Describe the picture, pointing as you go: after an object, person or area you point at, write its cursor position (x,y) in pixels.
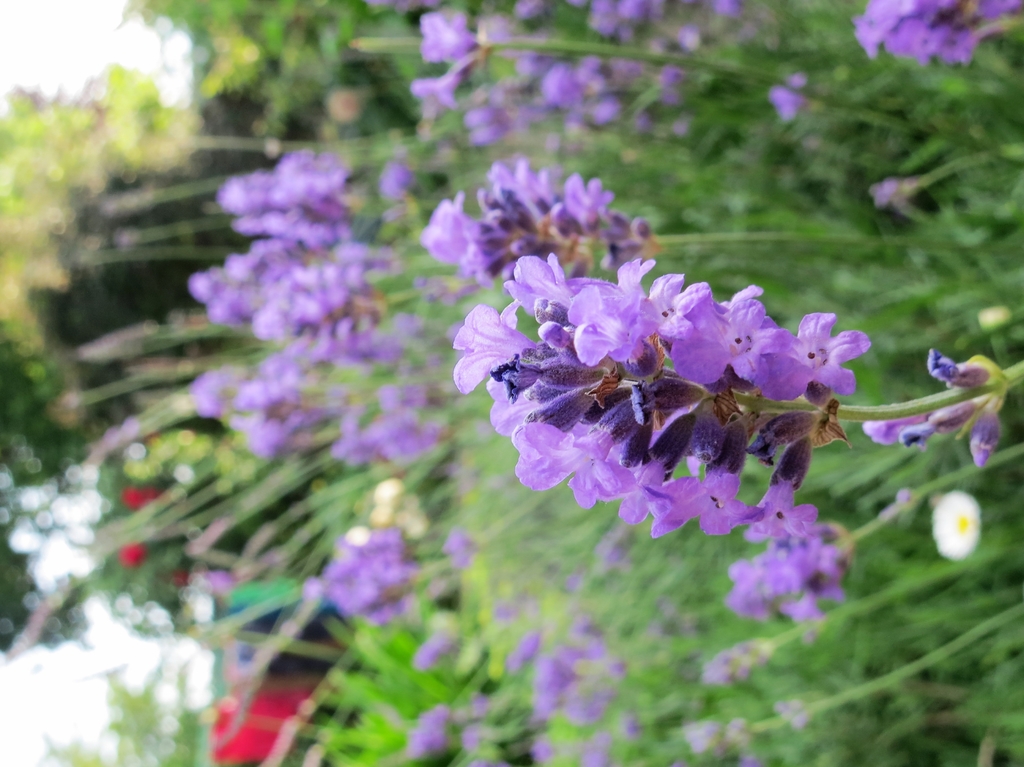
In the foreground (470,219) I can see flowering plants (751,284) and the sky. This image is taken may be in the garden (334,321) during a day.
